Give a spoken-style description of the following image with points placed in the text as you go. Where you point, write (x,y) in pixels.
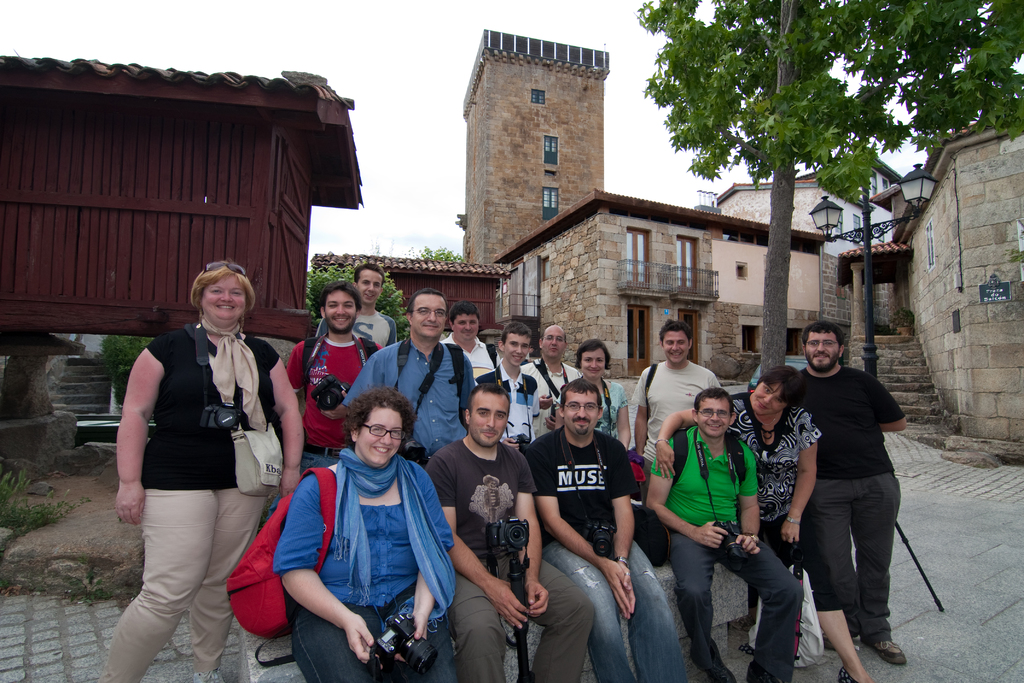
There are some people (406,401) standing and sitting. Some are holding cameras (511,536), bags (328,471). Some are wearing scarves (353,460). In the back (254,198) there are buildings (535,192) with windows (544,193) and balconies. Also there is a street light pole (865,244) and a tree (788,152). There are steps (911,368) for a building (921,328). In the background (318,41) there is sky (366,67).
